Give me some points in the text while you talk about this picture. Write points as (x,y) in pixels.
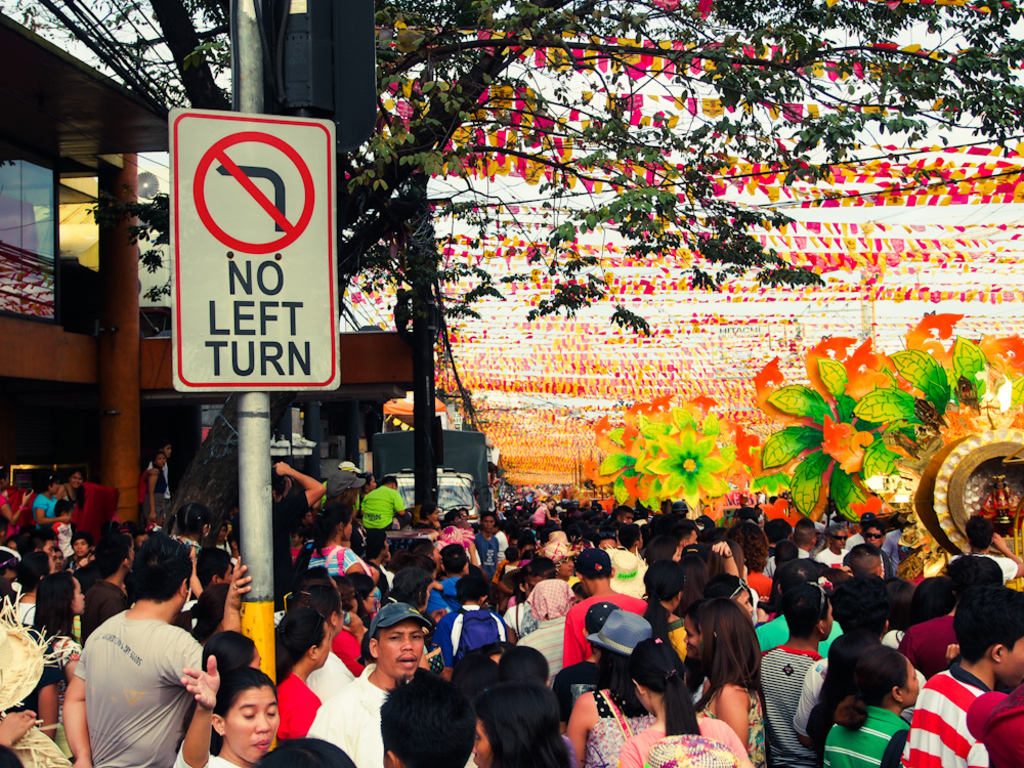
In this image, there are a lot of people (1019,759), buildings (389,391). We can see a pole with some objects (313,62) like a signboard (275,154). We can see some ribbons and a vehicle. We can also see an idol (1005,508) in an object (972,457). We can see some flower crafts (818,424), trees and a vehicle (417,447).
